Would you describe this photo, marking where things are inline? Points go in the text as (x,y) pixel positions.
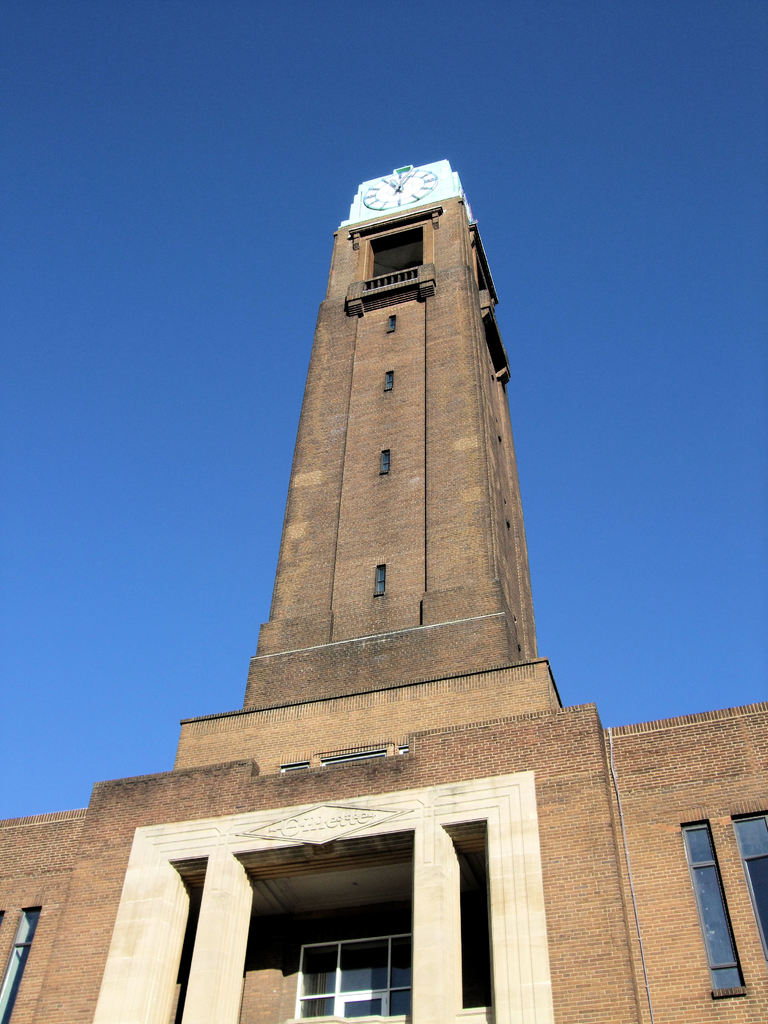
This picture is taken from the outside of the building (542,968). In this image, in the middle (352,488), we can see a building (362,941), glass window (764,907) and a clock (375,197) at the top (373,185). In the background (222,78), we can see a sky (542,91) which is in blue color.
